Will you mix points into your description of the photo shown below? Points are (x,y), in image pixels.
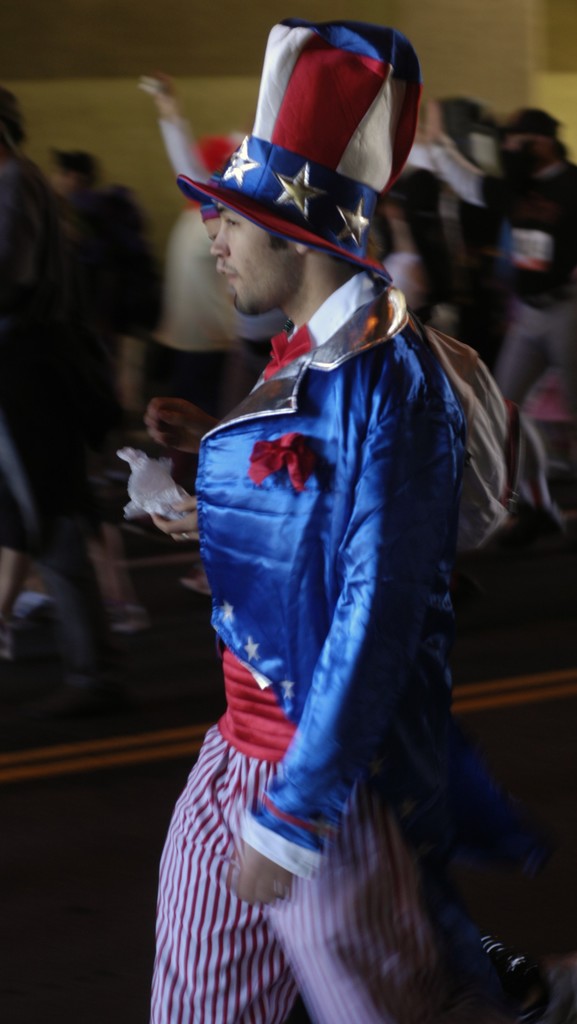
In this picture there are people (378,830) on the road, among them there's a man (202,820) wore a cap (383,90). In the background of the image (504,22) it is blurry and we can see wall (509,50).
